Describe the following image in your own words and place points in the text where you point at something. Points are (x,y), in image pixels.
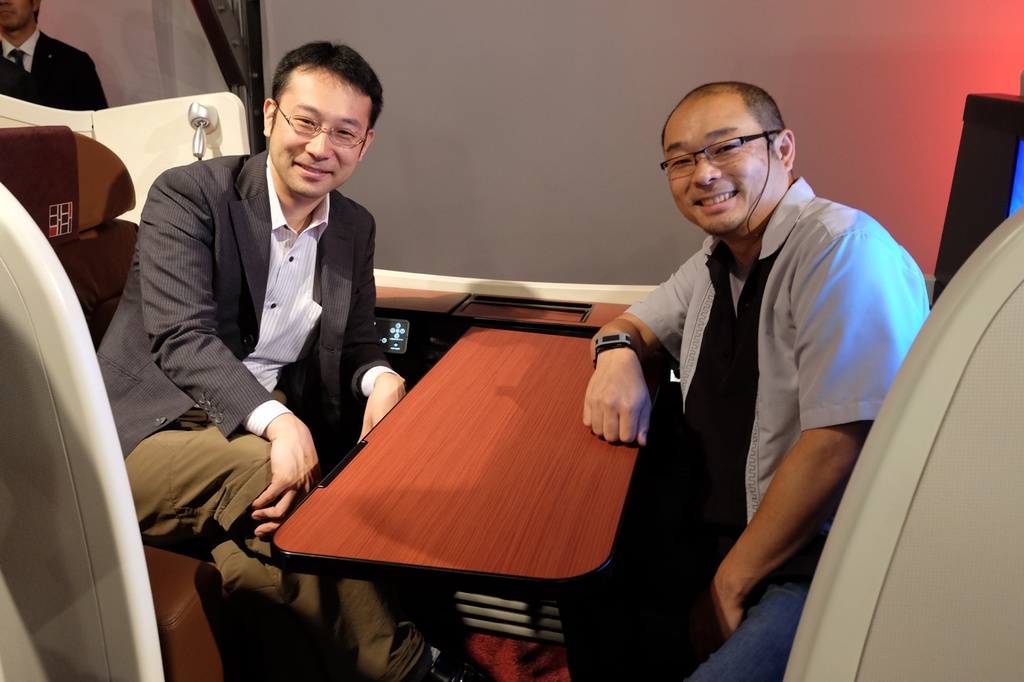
These 2 persons (706,496) are sitting on a chair (25,116). In-front of this person's (339,610) there is a table (498,440). Far the person (28,86) is standing. This person (17,38) wore suit (11,90).
